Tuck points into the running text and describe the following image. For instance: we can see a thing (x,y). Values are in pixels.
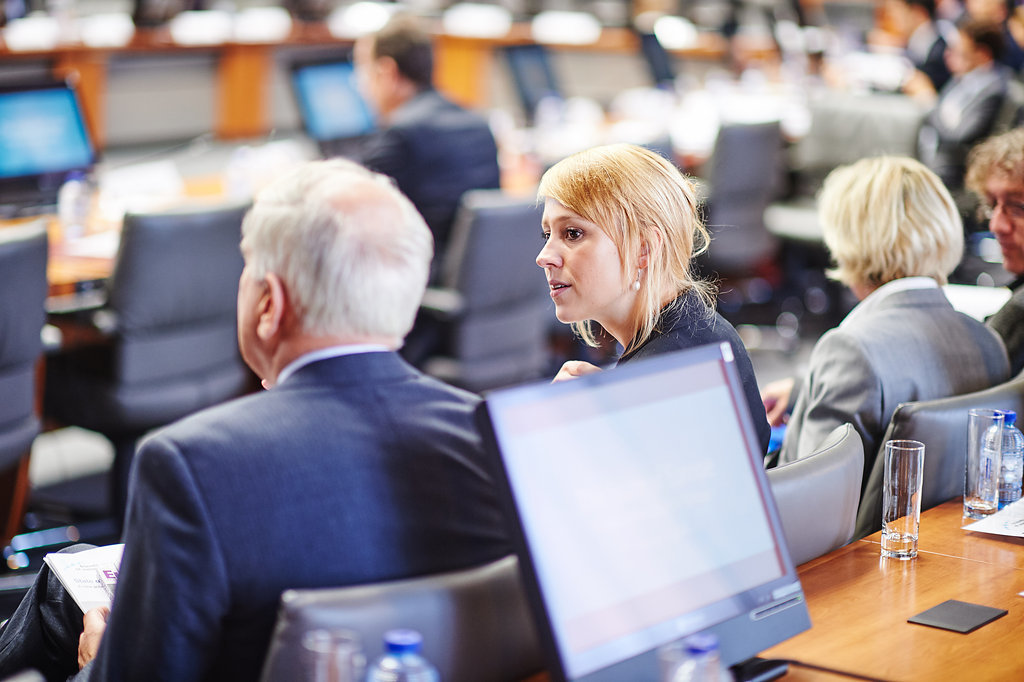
In this image we can see some people (694,331) sitting on chairs (152,257) and there is a table (928,524) with the computer (799,613), glasses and some other objects (428,681). In the background (28,101) we can see some other objects (468,9) and the image is blurred.
